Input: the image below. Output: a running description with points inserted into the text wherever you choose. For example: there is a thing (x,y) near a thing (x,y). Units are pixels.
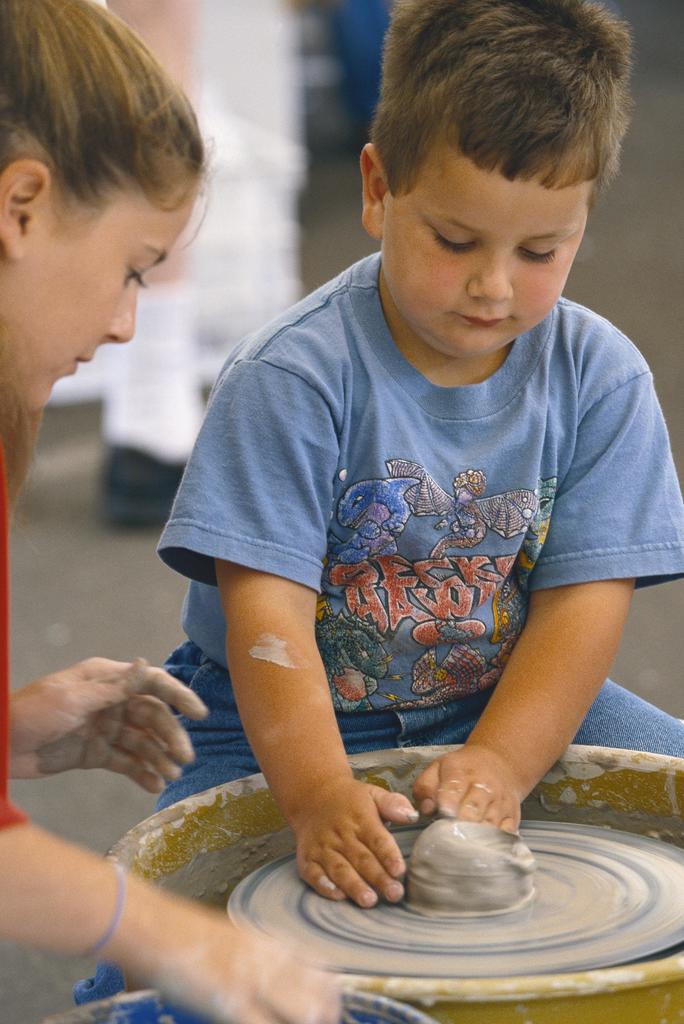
In this image there are kids (365,514) making a pot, in the background (314,51) it is blurred.
